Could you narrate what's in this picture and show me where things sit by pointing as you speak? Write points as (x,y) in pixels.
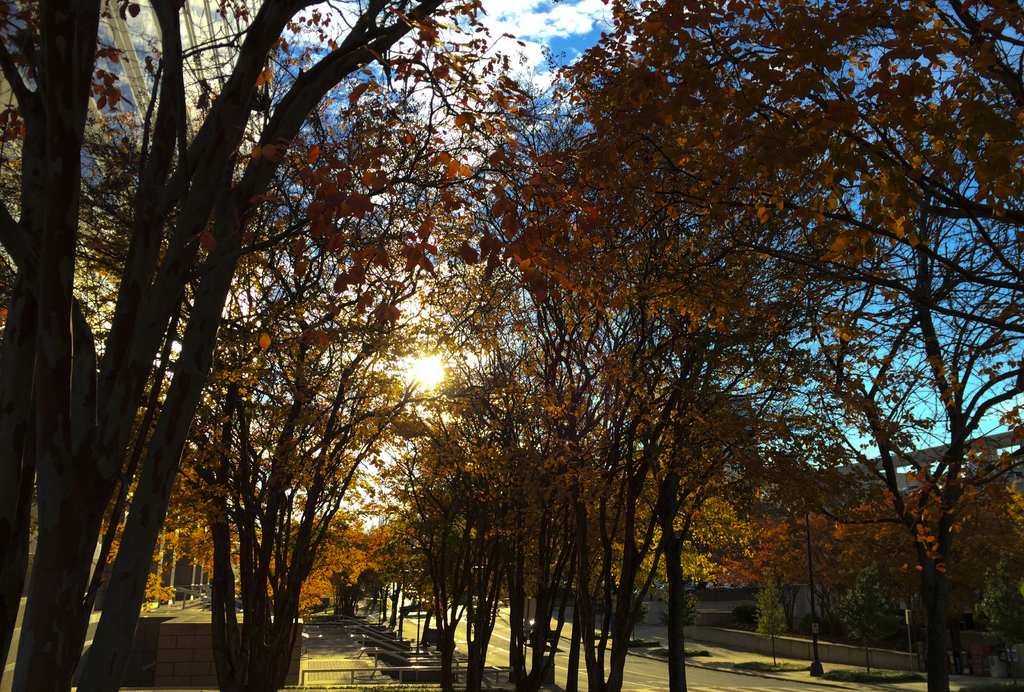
In this picture we can see vehicles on the road (646,685), trees (878,547), poles (814,638) and in the background (593,8) we can see the sky (418,97) with clouds (418,97).
